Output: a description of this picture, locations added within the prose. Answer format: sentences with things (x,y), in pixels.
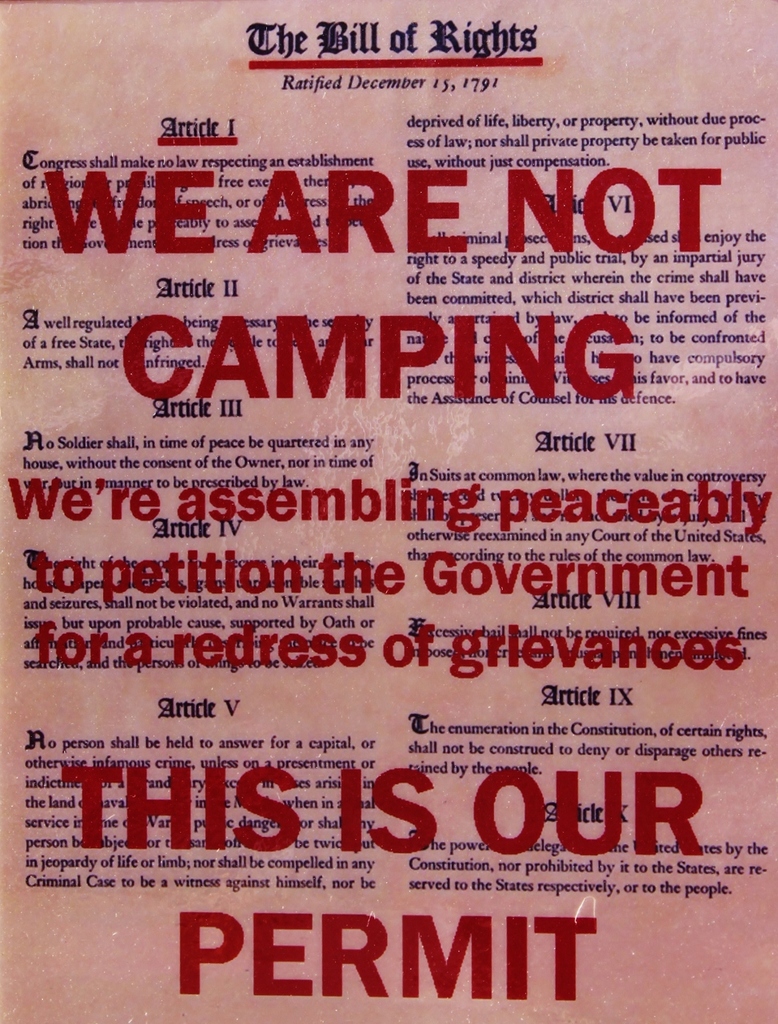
In this image I can see there is the matter (468,866) of different articles (480,868) and there are words (617,826) with red color on it.
